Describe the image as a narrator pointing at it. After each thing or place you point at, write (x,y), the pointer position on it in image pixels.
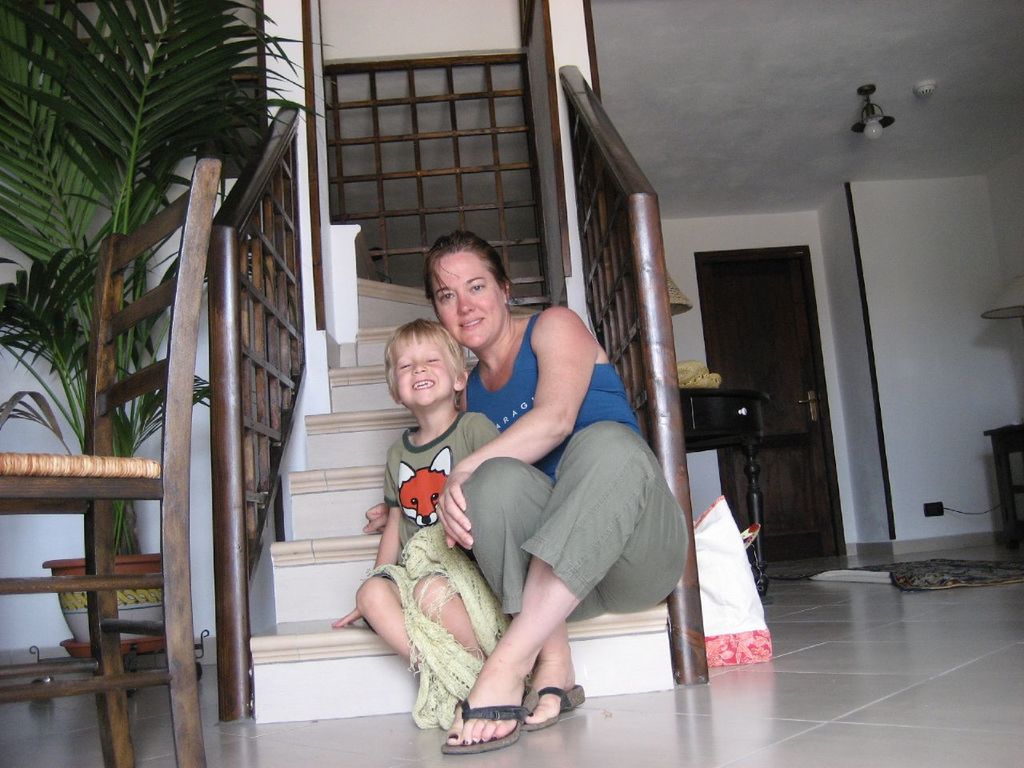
This is an inside view. In the middle of the image (468,383) a woman (471,507) and a boy (417,455) are sitting on the stairs (342,549), smiling and giving pose for the picture. On the both sides of the stairs (385,381) I can see the railings (605,267). On the right side (866,442) there is a door (780,383) to the wall (931,461) and also I can see two tables (721,429) on the floor (915,654). On the left side (136,388) there is a chair (117,391) and I can see a house plant (76,375).
